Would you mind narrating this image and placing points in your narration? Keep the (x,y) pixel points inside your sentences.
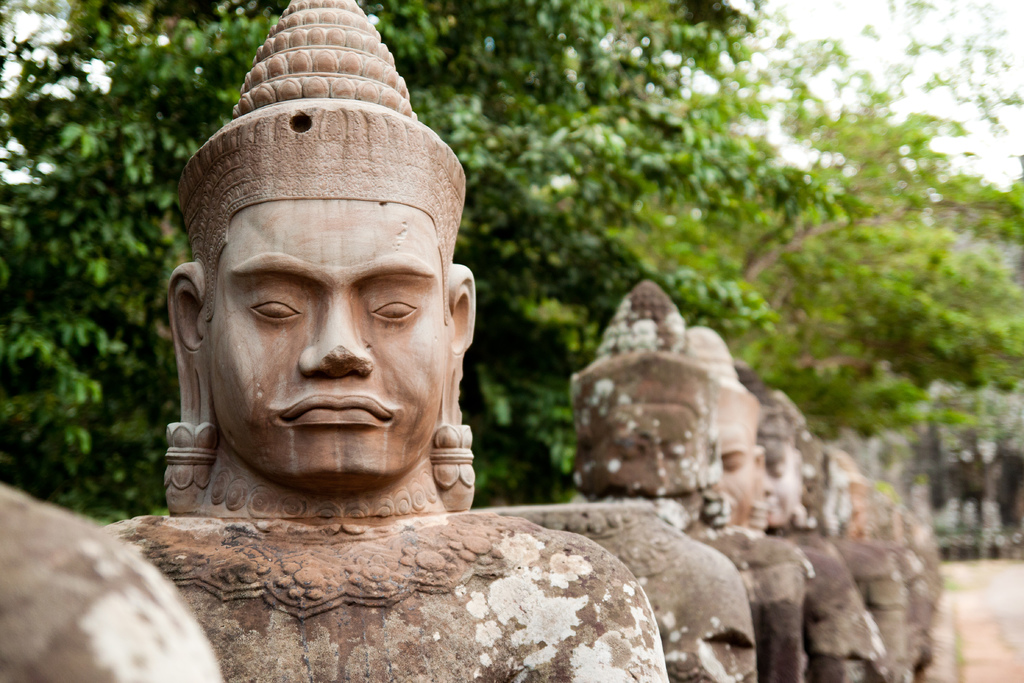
This image consists of sculptures (621,625). In the background (516,130), there are trees (651,157). At the top (900,18), there is sky (912,13). On the bottom right (987,664), we can see the ground (996,645).
